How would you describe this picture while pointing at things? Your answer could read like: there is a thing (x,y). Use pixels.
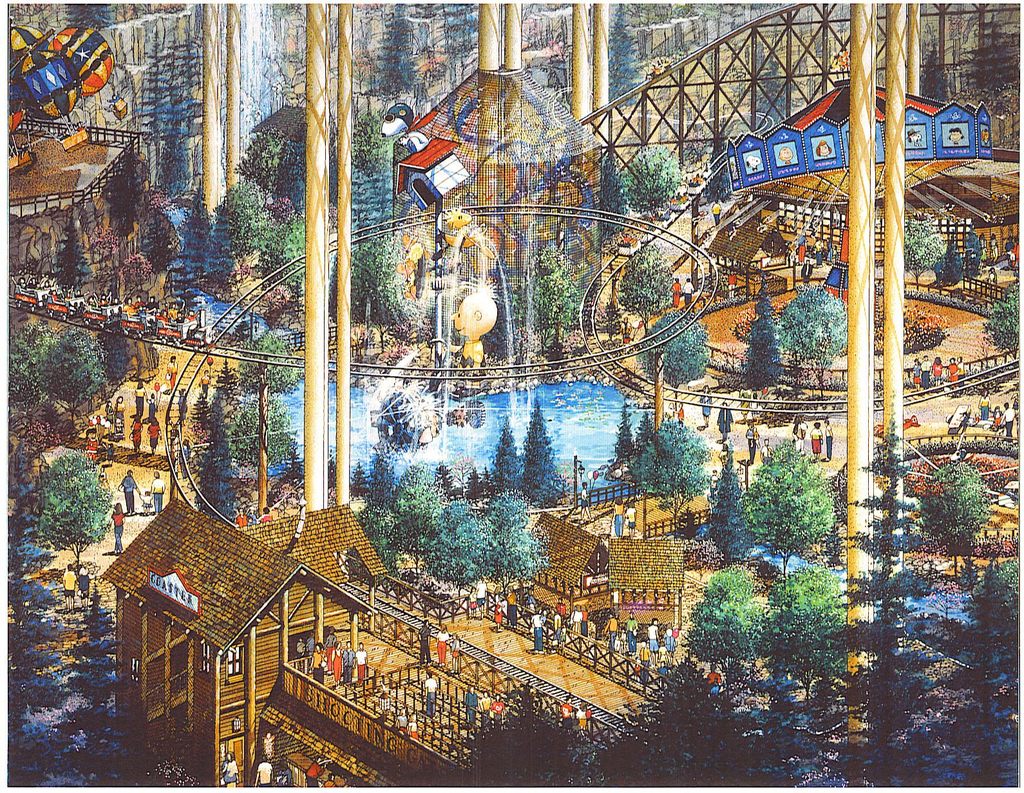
In this image I can see it looks like a painting, at the bottom (207,743) there is a wooden house (353,728), there are many people (659,638). In the middle (582,304) it looks like an exhibition, there is the pond (587,440) and there are trees (546,474).
